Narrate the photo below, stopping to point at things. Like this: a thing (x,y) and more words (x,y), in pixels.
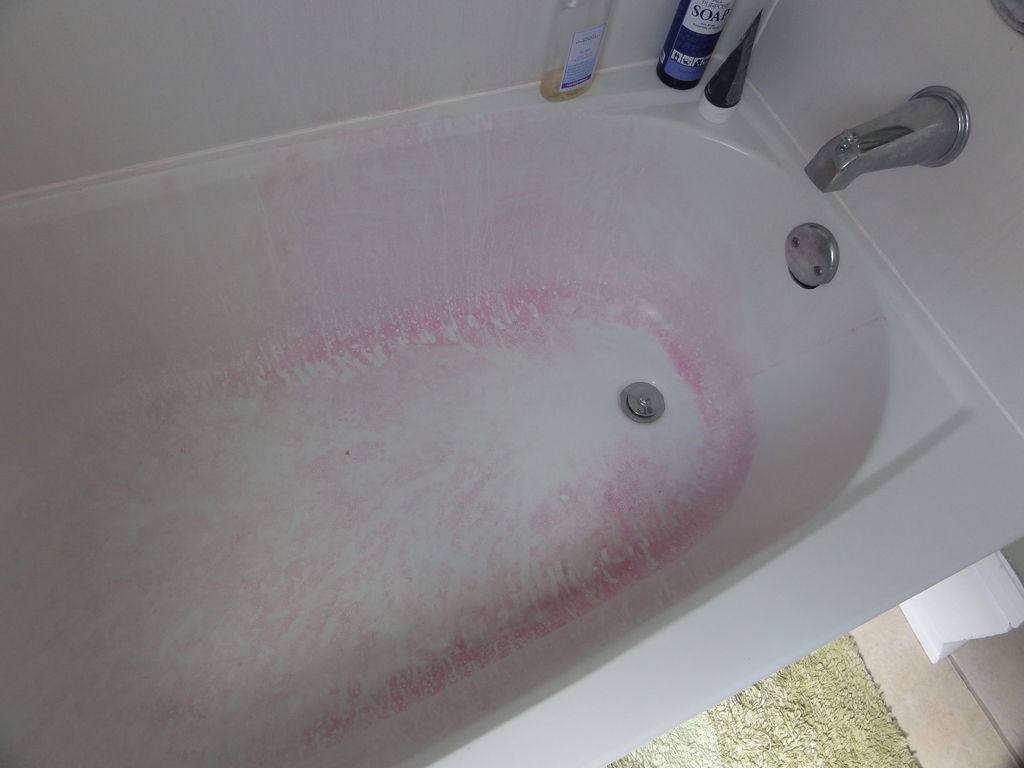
In this image there is a bathtub (721,420). On the bathtub (838,230) there is a tap (856,148). There are shampoo bottles (753,23). At the bottom of the image (825,699) there is a mat (845,732) on the floor (913,685). There is a paper napkin (908,613).
